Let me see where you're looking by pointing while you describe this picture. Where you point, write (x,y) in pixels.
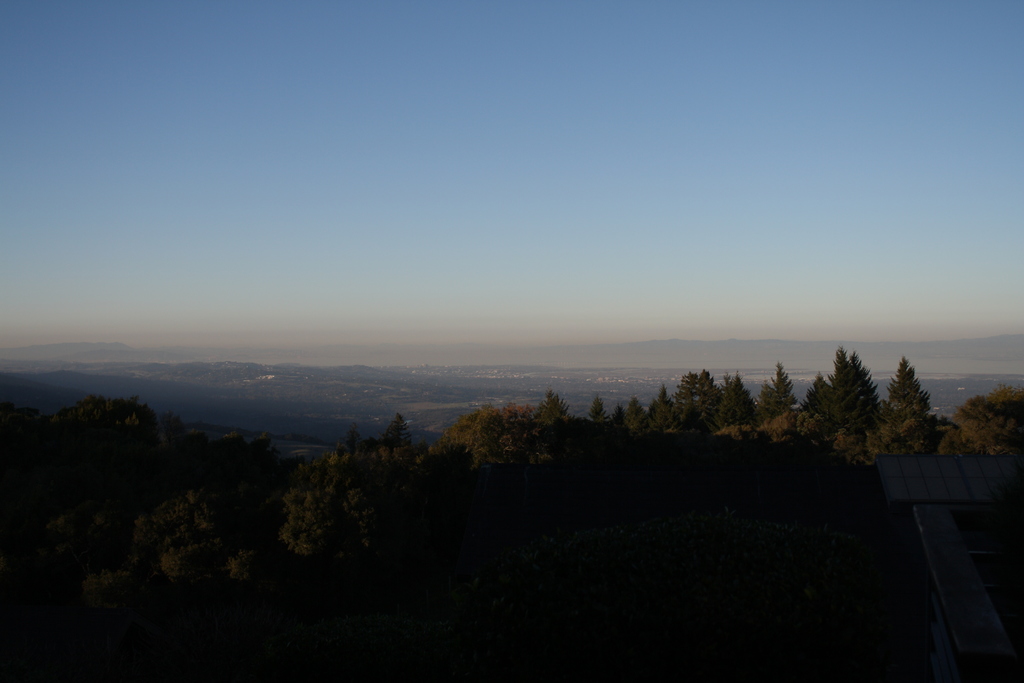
This picture is clicked outside. In the foreground (357,525) we can see the trees (698,528) and some other objects (963,494). In the background (271,180) we can see the sky (461,151) and many other objects (616,384).
